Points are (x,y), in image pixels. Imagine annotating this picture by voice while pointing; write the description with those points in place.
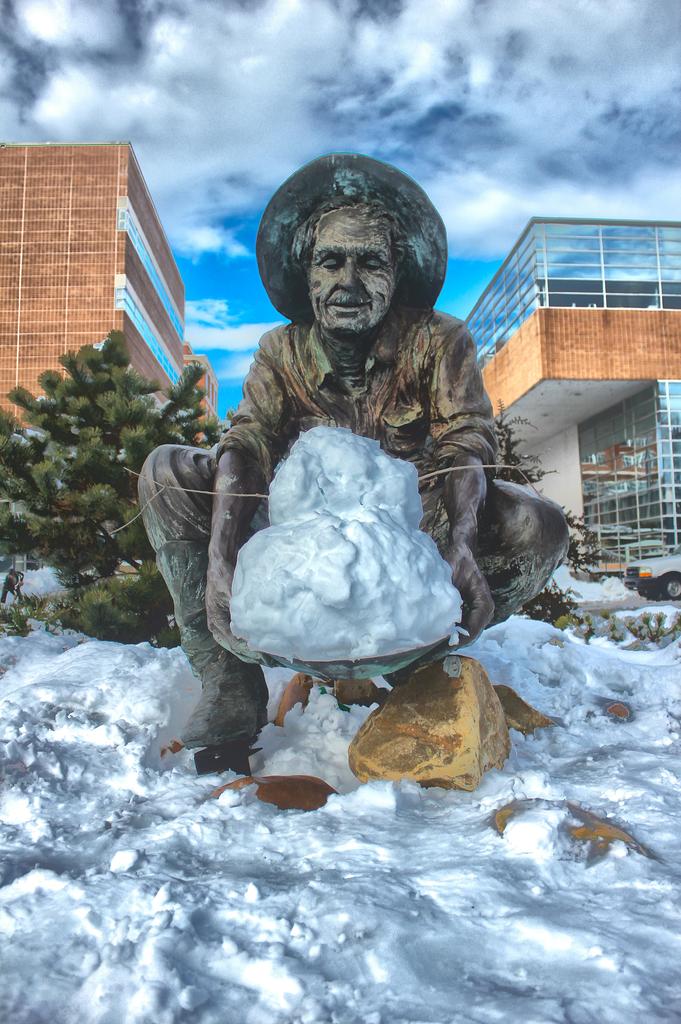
In the center of the image (301,400) we can see statue (165,467), plants (86,535) are there. In the background of the image (48,254) buildings (48,254) are there. At the top of the image (258,125) clouds (277,69) are present in the sky (313,137). At the bottom of the image (342,883) we can see rocks (460,711), snow (239,848) are there.
